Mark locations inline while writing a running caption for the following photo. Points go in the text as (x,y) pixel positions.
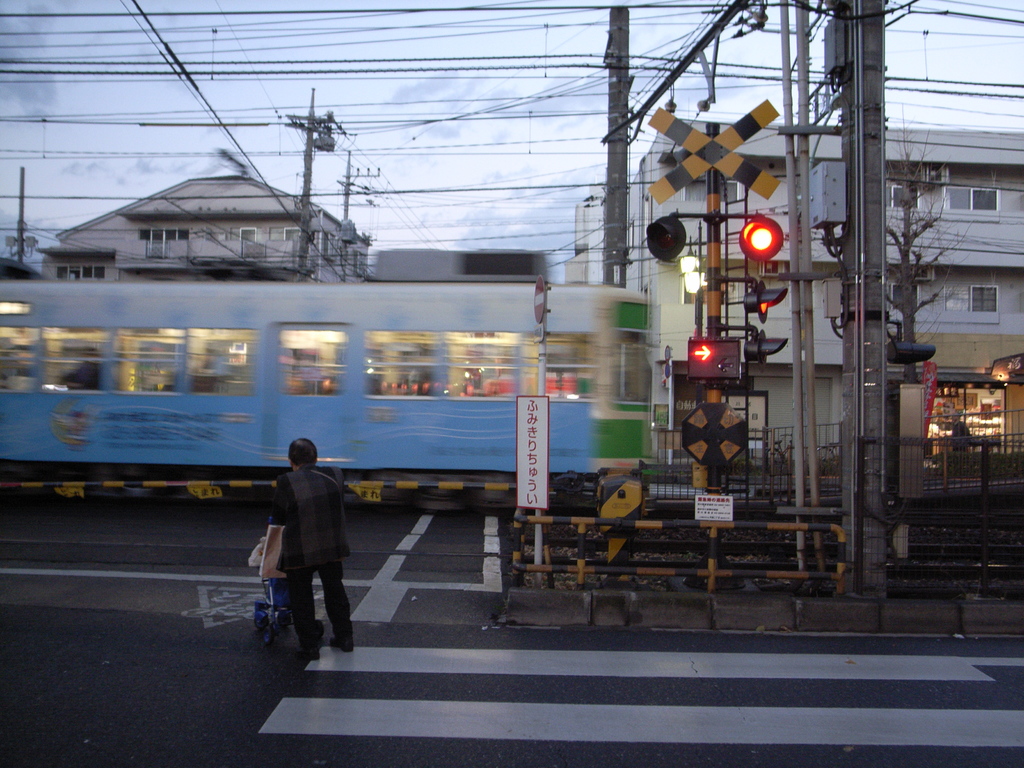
In this picture I can see the road (569,656) in front (646,722) and I see a man (313,541) who is standing and on the right side of this image (877,99) I see number of poles (848,106), few signals (758,285) and railings (773,439). In the middle of this picture (628,317) I see a train (419,375) and on top of this image (917,30) I see number of wires (924,12). In the background (211,194) I see number of buildings (778,144), poles (351,236) and I see the sky (453,128).
